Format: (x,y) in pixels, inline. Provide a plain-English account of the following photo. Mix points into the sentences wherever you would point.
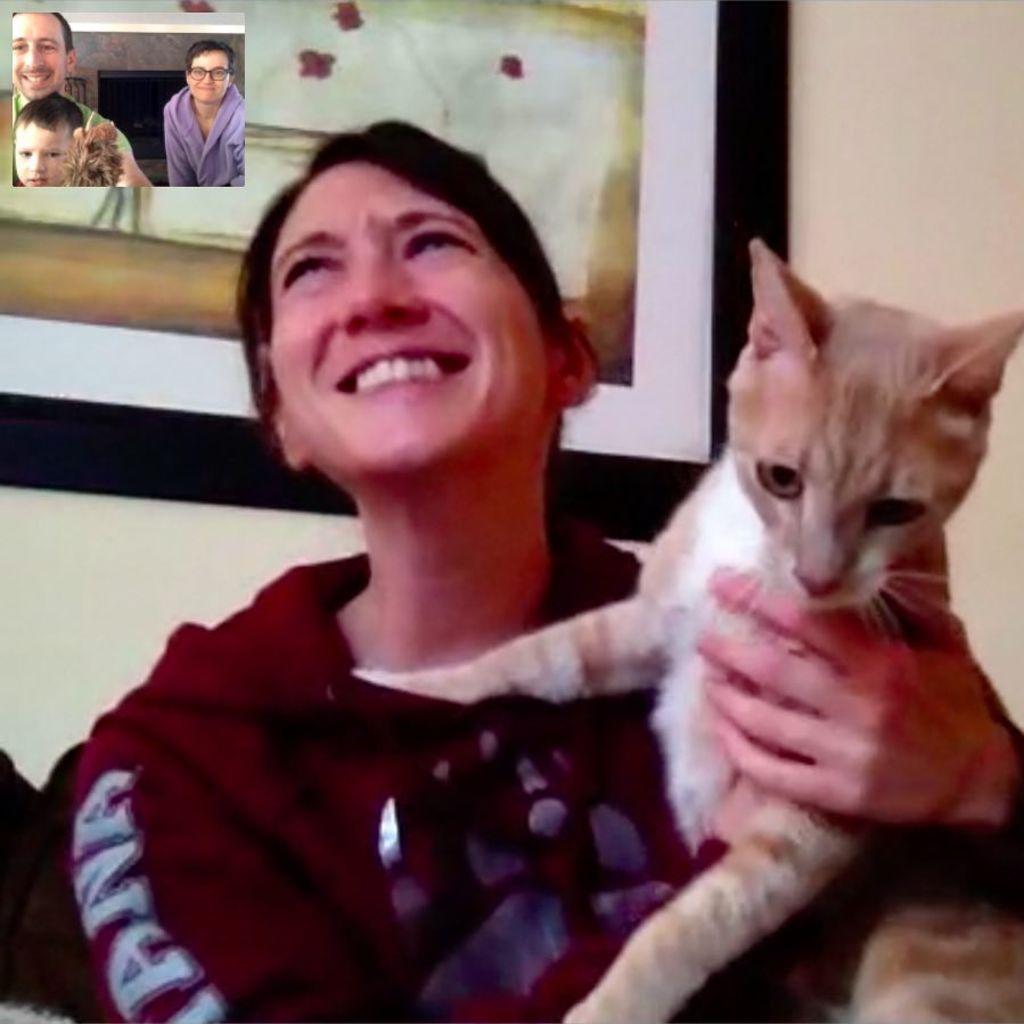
In this image I can see a woman (518,454) is holding a cat (803,291). Here I can see few more people (185,147) where one person (217,72) is wearing a specs (204,79).
